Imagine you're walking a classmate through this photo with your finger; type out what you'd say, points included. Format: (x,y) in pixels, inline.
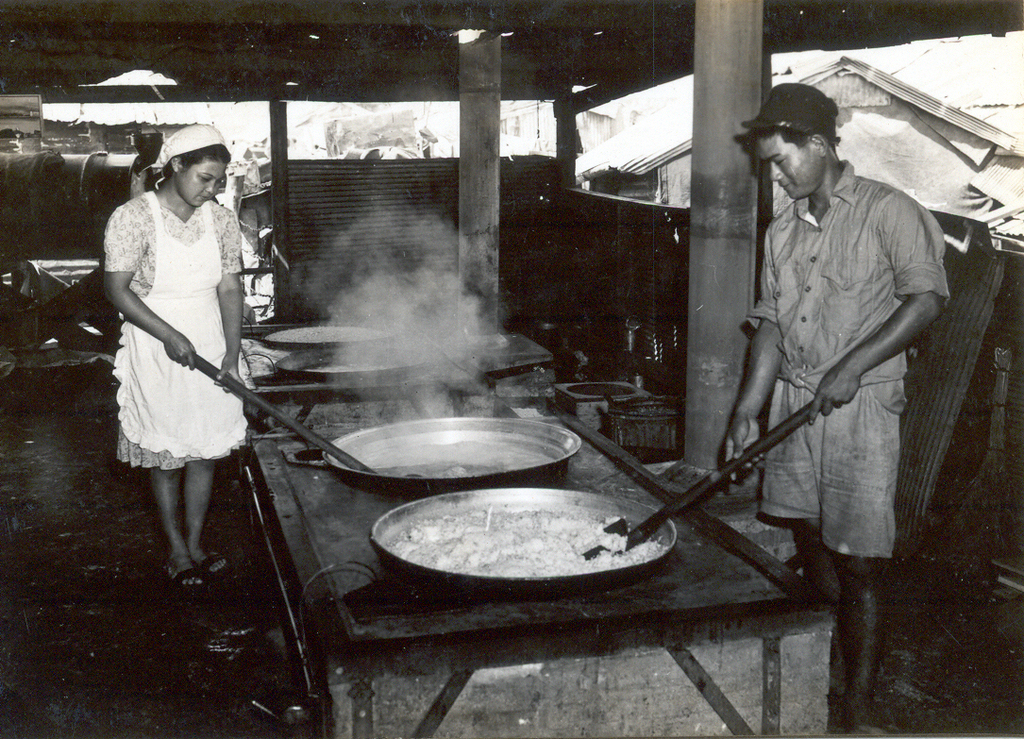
In this picture we can see few people (234,309), they are cooking, in front of them we can find few bowls (351,334), and they are holding sticks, in the background (361,152) we can see few houses (839,109).
